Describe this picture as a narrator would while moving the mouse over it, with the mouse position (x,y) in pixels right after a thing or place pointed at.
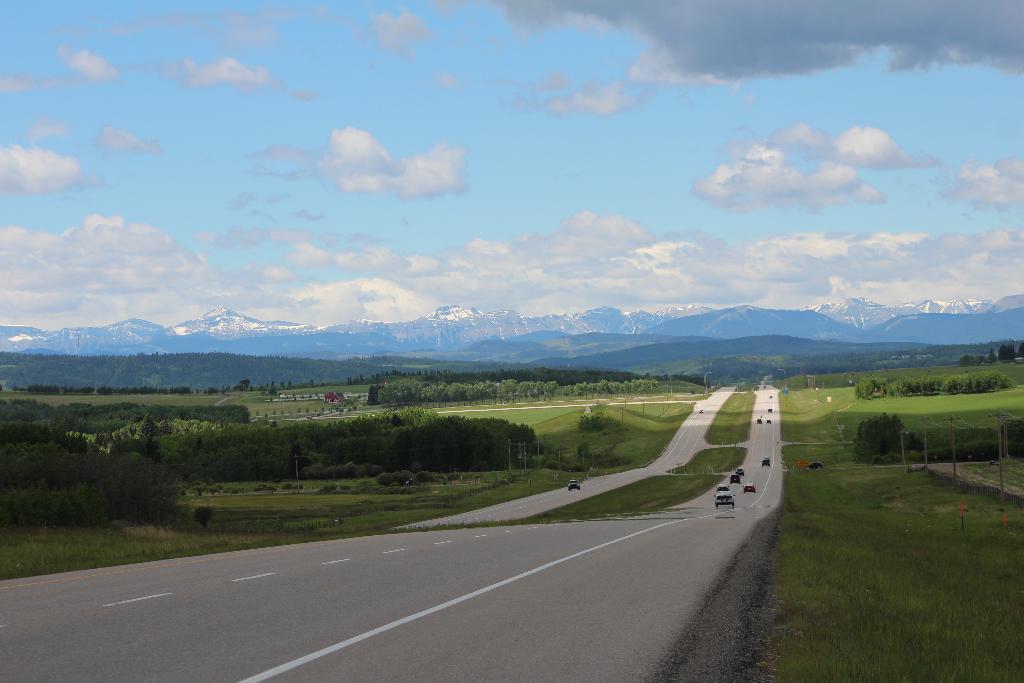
In this image I can see few roads (506,575) in the center (669,453) and on these roads (583,492) I can see number of vehicles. Both side of these roads (544,639) I can see number of trees (212,470), grass (962,647) and number of poles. In the background (313,351) I can see mountains (823,324), clouds (902,293) and the sky (275,204).
